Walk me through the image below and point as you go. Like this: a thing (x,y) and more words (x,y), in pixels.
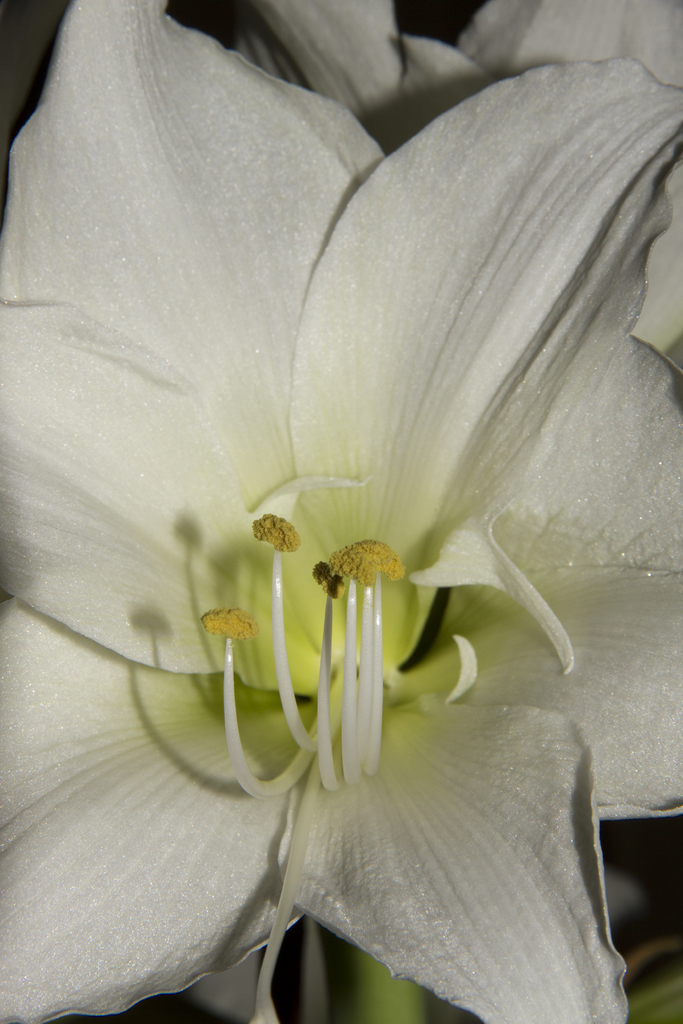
In this picture we can see a flower (358,806) and in the background (447,42) it is blurry.
